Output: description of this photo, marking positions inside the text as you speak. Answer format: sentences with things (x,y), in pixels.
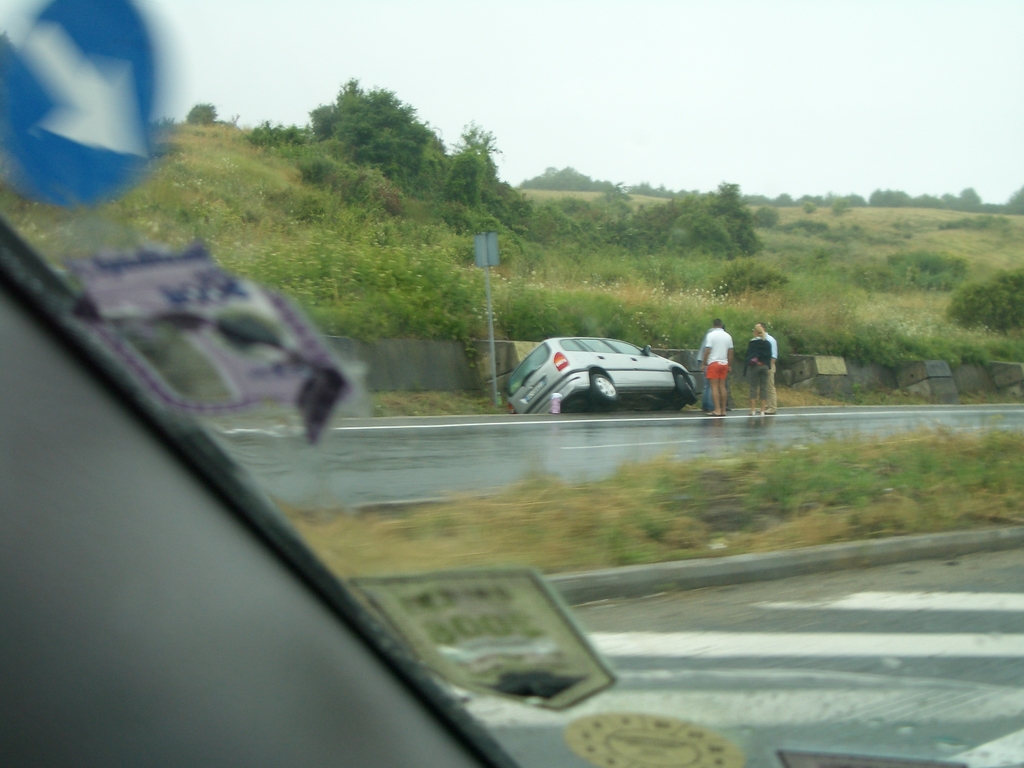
The image is taken from inside the car (285,686). Outside the car (306,583) to the right bottom (849,600) there is a road (864,649). Beside the road (864,649) there is a divider (728,505) with grass (695,495) on it. Behind the grass (603,500) there is a road (589,423). To the corner of the road (607,428) there is a car (591,348) fell down. In front of the car (571,371) there are few people (713,372) standing. Behind the car (643,368) there is a pole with the board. In the background (799,313) there are trees (1021,282), plants (998,319) and also there is a grass (231,208) on the ground (497,313). To the top of the image (273,76) there is a sky (447,91).
